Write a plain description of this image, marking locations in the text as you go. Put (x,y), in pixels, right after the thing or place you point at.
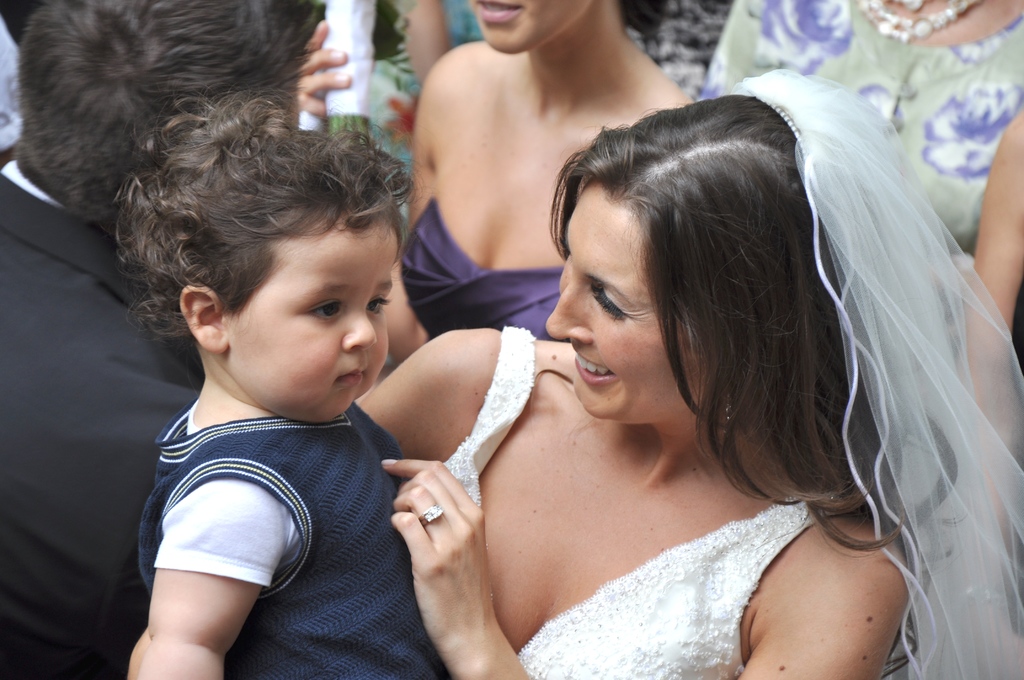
In this image I can see group of people (230,76) standing, in front (513,543) the person (528,543) is wearing white color dress (665,632) and holding a baby (301,467) and the baby (301,467) is wearing white and blue color dress (269,522).
